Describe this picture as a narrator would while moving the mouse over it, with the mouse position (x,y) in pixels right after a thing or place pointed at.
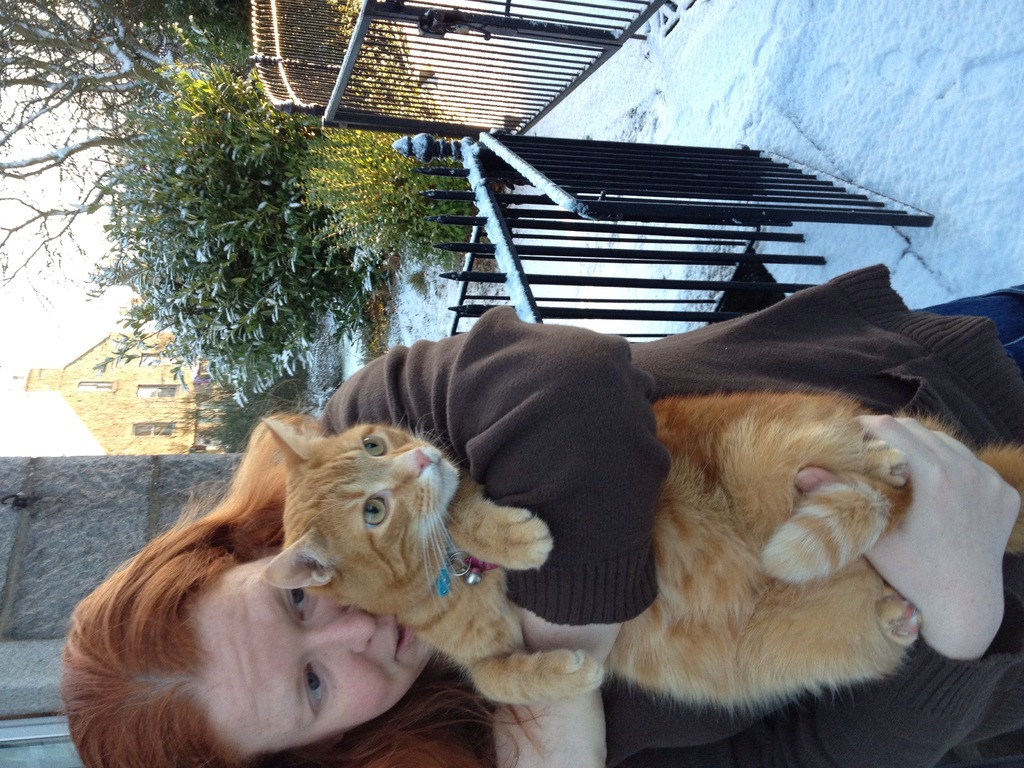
Here in this picture we can see a woman (547,609) standing on the ground (808,250), which is fully covered with snow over there and we can see she is holding a cat (423,577) in her arms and behind her we can see railing (316,84) present here and there and we can see plants (307,207) and trees (220,279) present all over there and in the far we can see a building (128,399) present over there.
